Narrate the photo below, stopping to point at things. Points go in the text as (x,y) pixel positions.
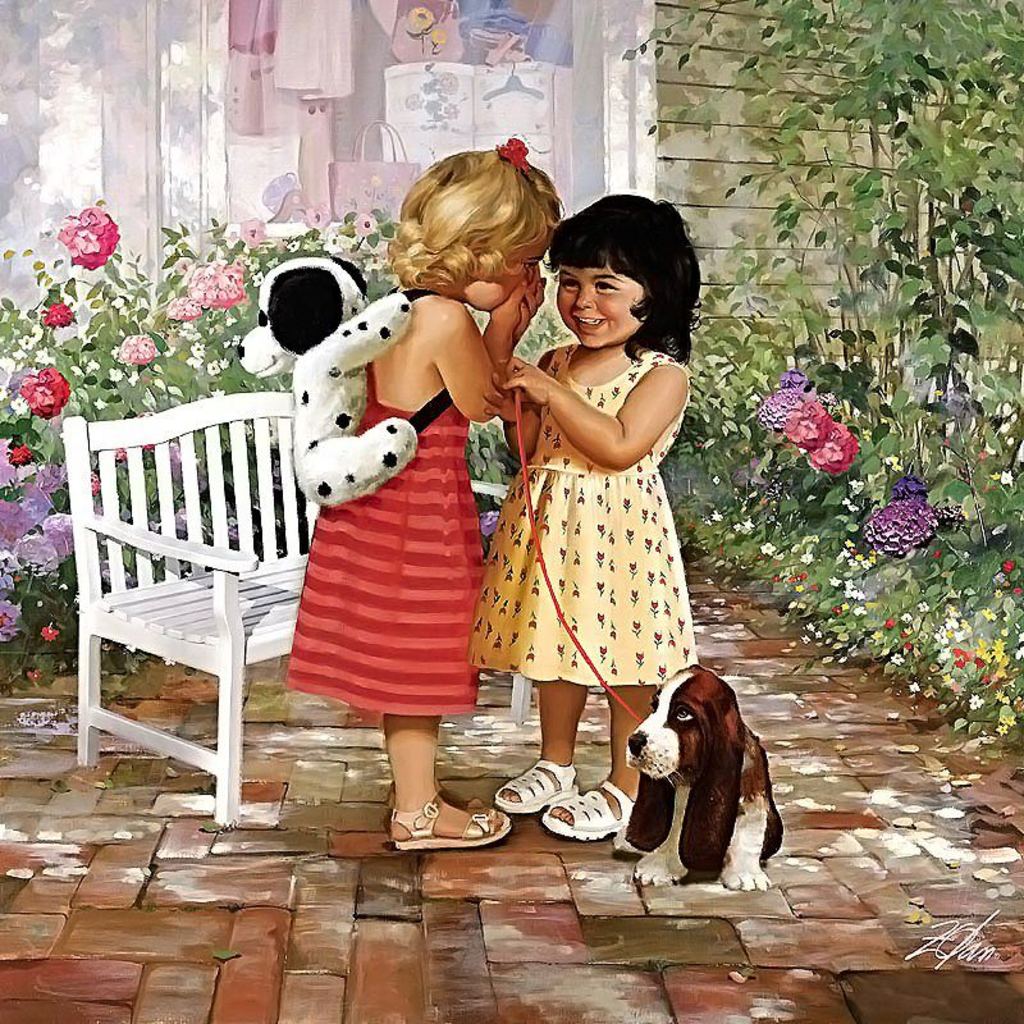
In this picture there is a girl (473,294) wearing a bag (296,433) and there is another girl (641,511) was smiling, she is holding a puppy (669,806) and the bench (201,620) there are flowers (191,322) and trees (1004,221) and there is a wall (827,253) behind them.
